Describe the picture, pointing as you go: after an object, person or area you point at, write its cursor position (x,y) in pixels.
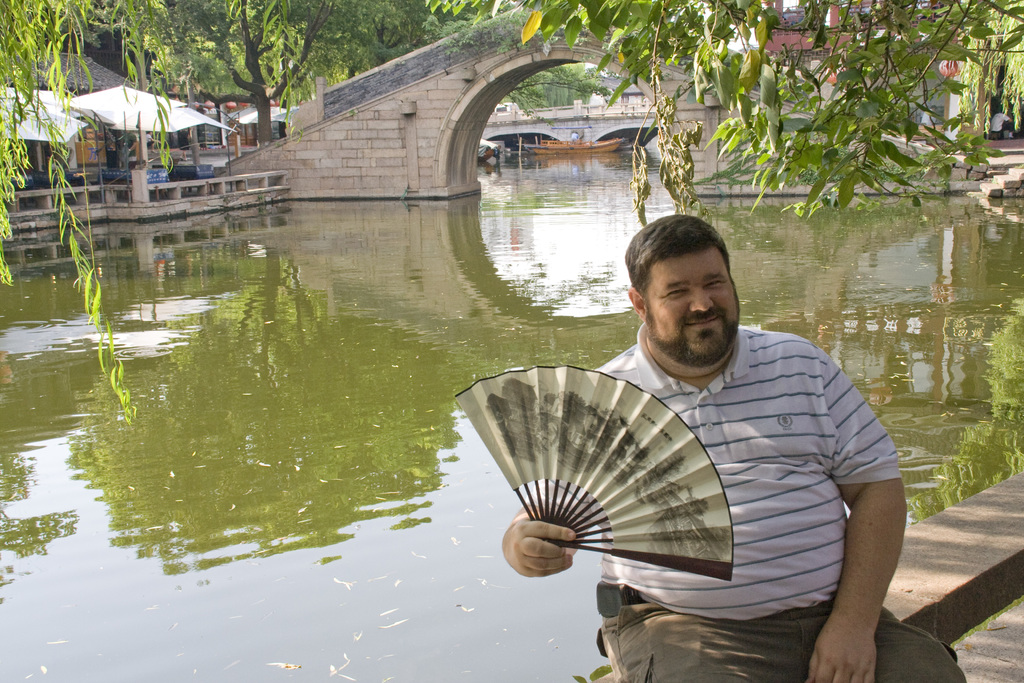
Here we can see a man (888,644) holding a folding fan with his hand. This is water (212,495). In the background (369,105) we can see trees (311,41), bridge (524,127), boat (600,139), and houses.
